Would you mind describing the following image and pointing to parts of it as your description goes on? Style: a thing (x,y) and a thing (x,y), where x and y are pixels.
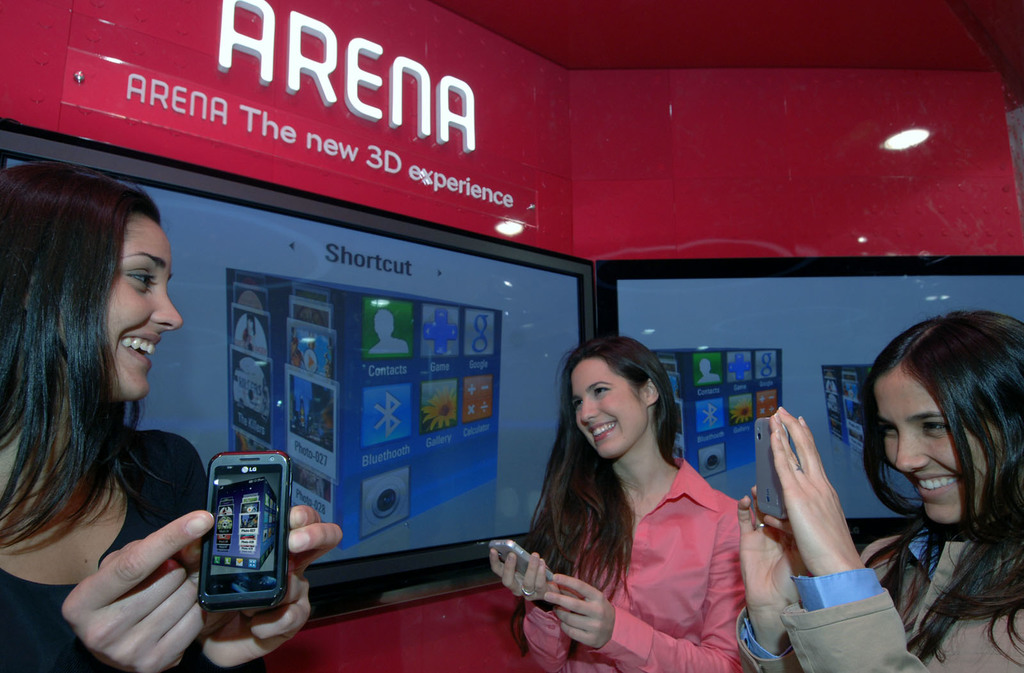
In this picture we can see three woman (188,498) holding mobiles (228,499) in their hands (178,519) and smiling and in background (586,260) we can see screens (401,344).
